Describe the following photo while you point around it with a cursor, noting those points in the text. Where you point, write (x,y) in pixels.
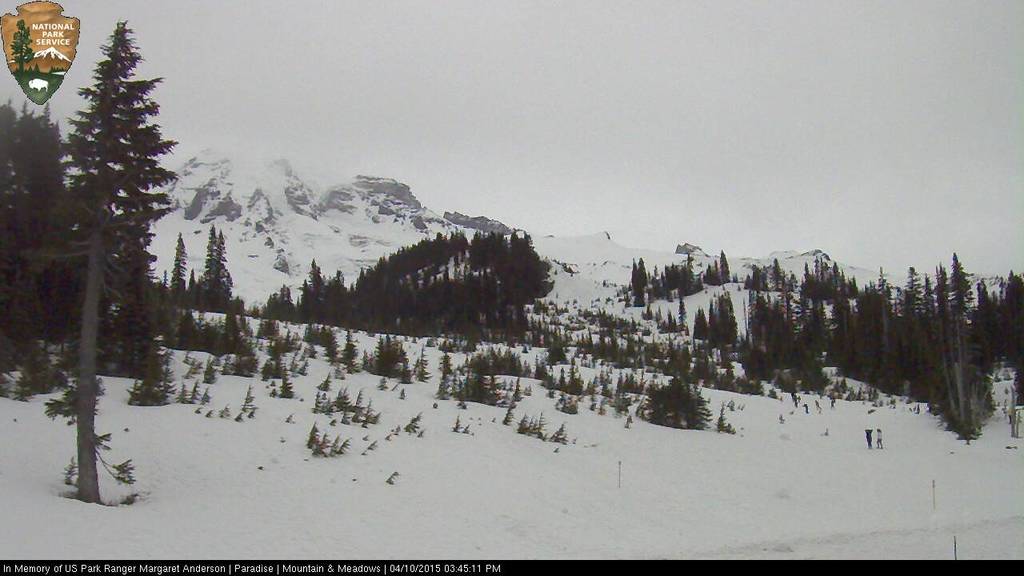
In this image there are trees (321,334) and mountains (220,213). We can see snow (475,436). In the background (762,208) there is sky (445,117).
